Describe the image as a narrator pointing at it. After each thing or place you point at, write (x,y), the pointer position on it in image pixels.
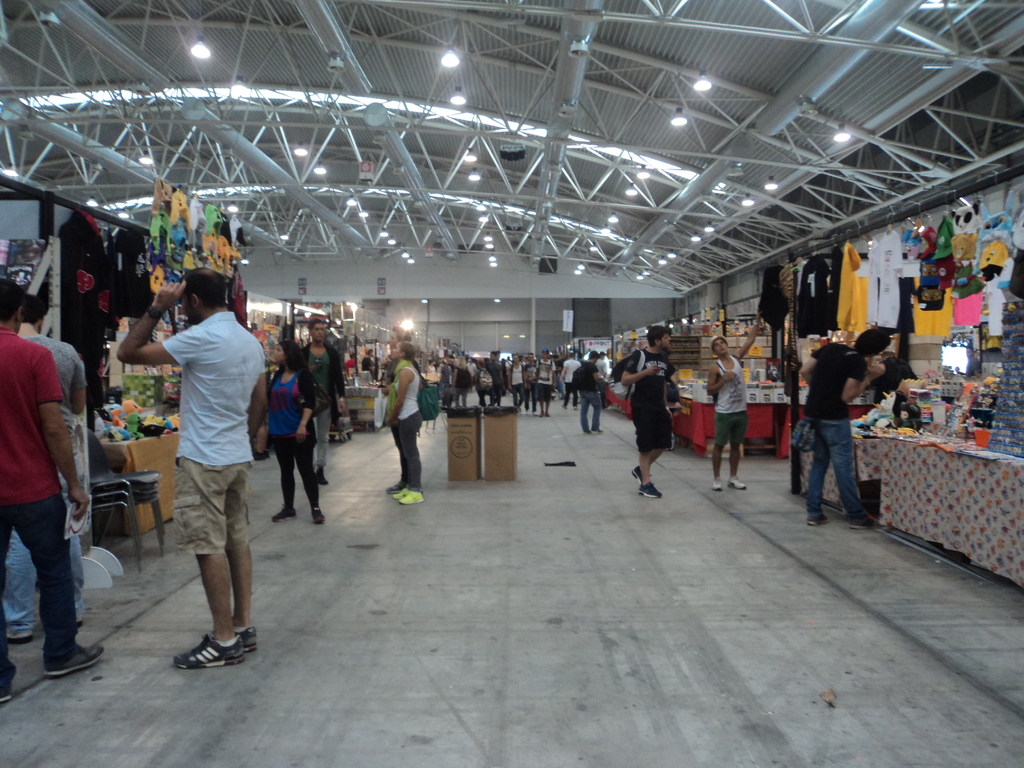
In this image there is a big hall (619,584). In the image there are lights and iron poles (485,193) at the top (428,100). In the middle (493,371) there are few people (506,366) walking on the road (549,434). There are shops (767,415) on either side of the image and there are few people (823,398) standing near the shops (900,529) and seeing the items (910,310).
